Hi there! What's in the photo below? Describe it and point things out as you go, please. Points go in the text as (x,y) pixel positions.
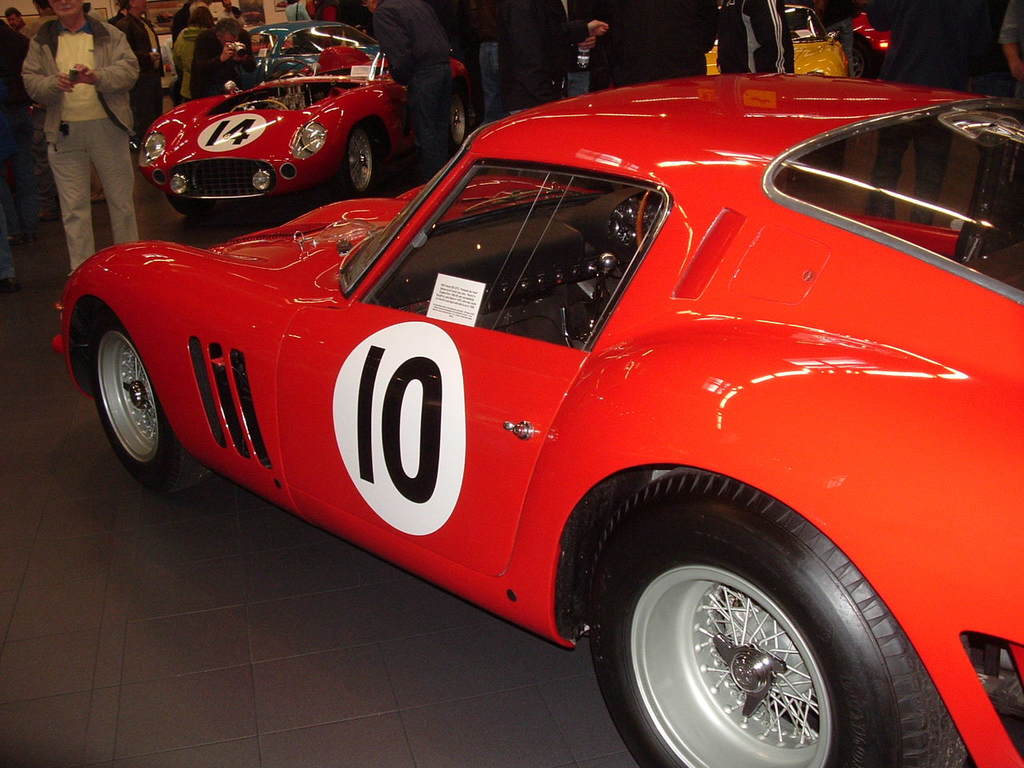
The picture consists of people (101,68) red color cars (587,176) and yellow car (818,40). The picture is taken in a car exhibition.
